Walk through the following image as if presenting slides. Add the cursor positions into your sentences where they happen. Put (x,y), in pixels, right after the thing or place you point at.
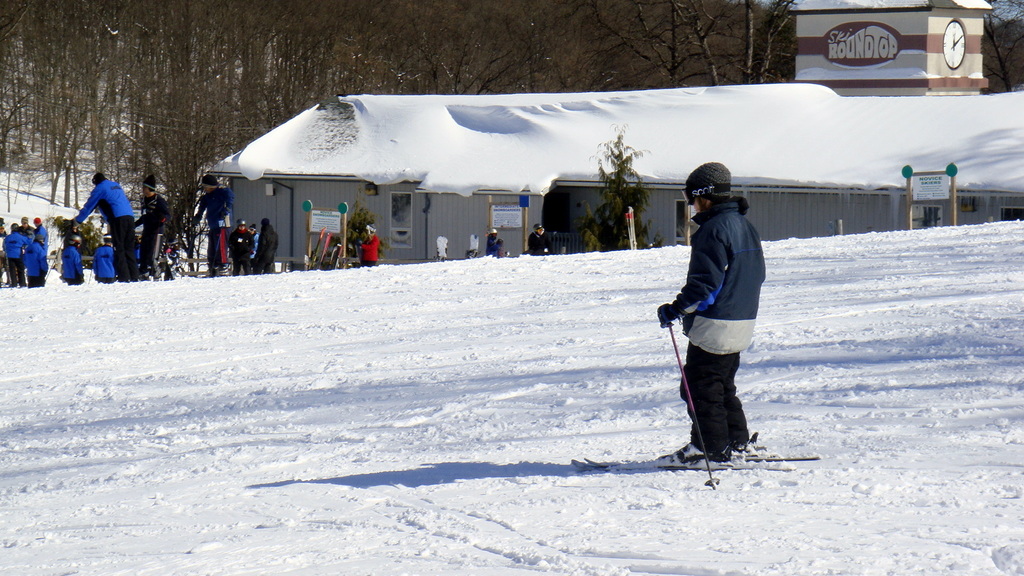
As we can see in the image there is a house (451,168), box (860,70), clock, few people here and there, snow (528,361) and in the background (483,59) there are trees (406,78).
